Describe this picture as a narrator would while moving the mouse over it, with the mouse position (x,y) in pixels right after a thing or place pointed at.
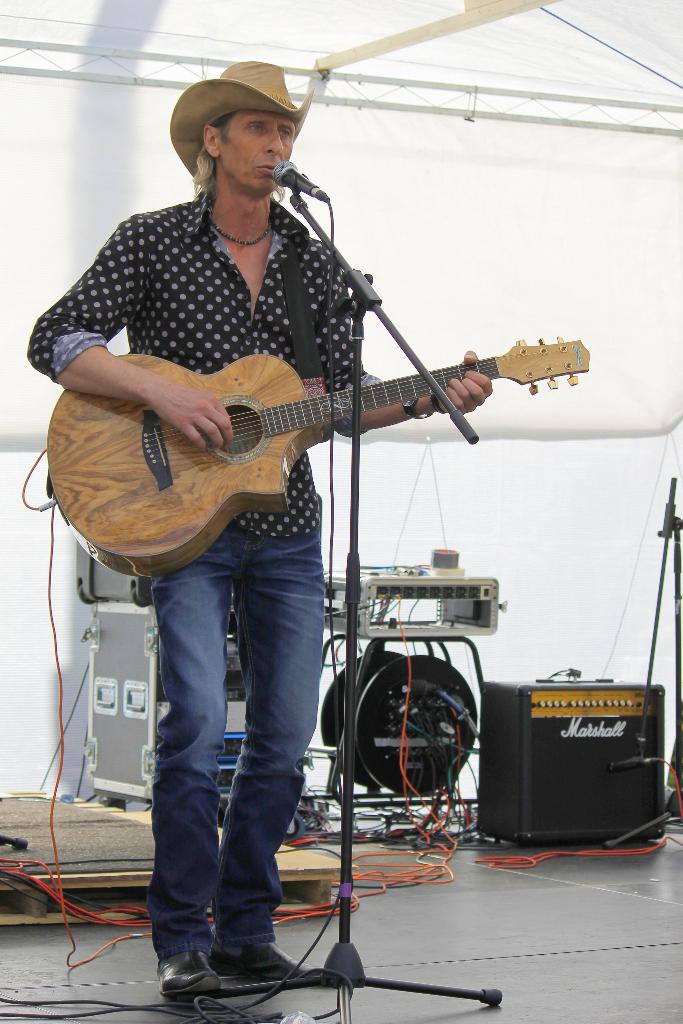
In this picture we can see a man (273,111) wearing a cream colour hat (281,101), standing in front of a mike (306,178) and playing guitar (160,528). These are boxes (417,629) behind to him and electronic devices (454,736). This is a platform (548,938). On the background (505,173) we can see a white colour cloth (45,129).
